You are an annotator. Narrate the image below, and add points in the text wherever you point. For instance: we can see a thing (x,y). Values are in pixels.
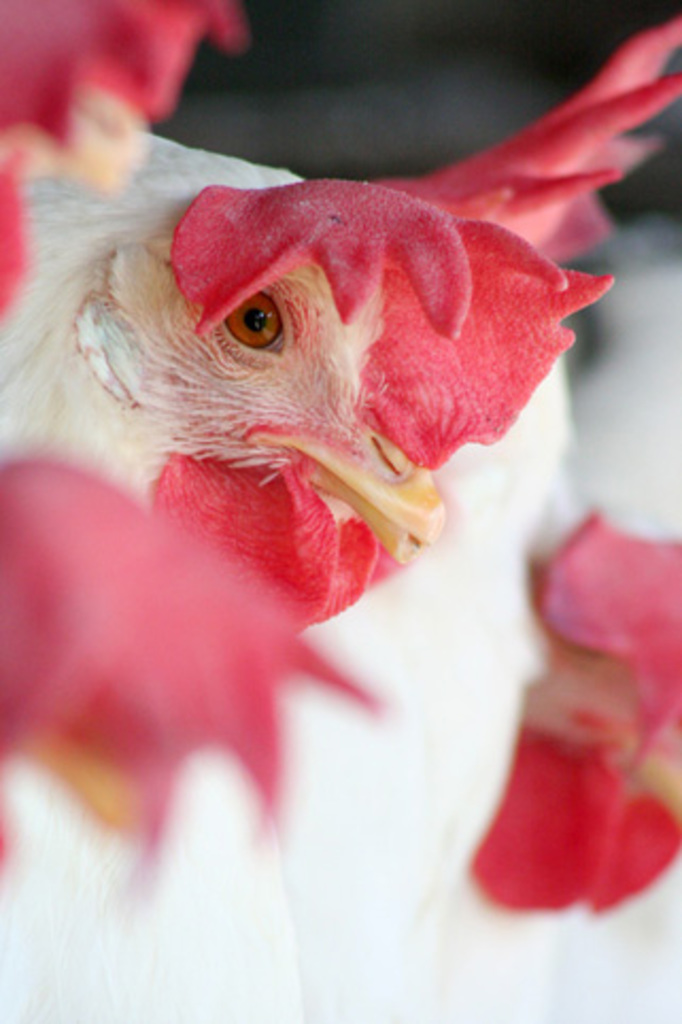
This image consists of birds (382,503).
